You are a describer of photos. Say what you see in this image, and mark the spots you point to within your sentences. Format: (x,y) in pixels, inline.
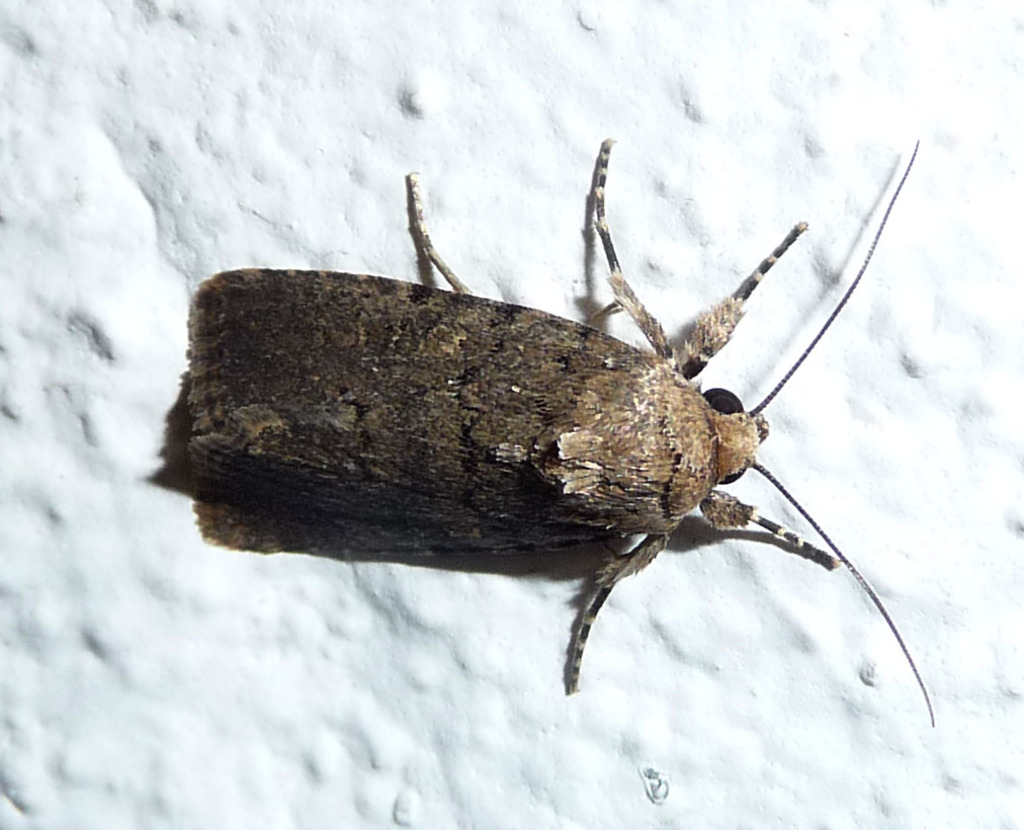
In this picture I can see there is a insect (584,421), it has wings (425,529) body (645,452), legs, head (727,441) and there is a white surface (187,779) in the backdrop (237,743).
